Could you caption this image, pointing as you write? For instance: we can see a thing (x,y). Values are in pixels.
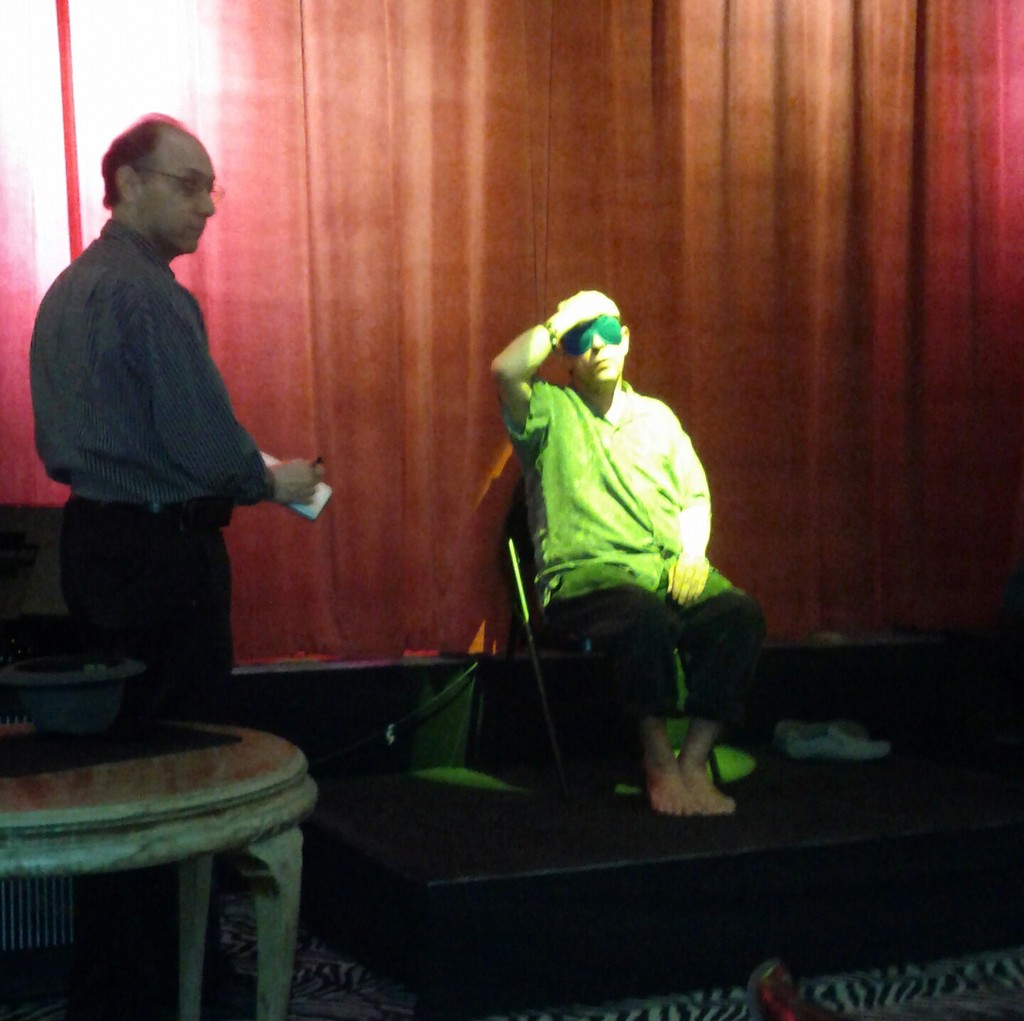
In this image, we can see two people (754,661). Here a person (183,567) is standing and holding some object (324,496). In the middle of the image (655,527), a person (693,651) is sitting on the chair (527,643). Here there is a stage (646,859), table (175,822), few objects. Background (770,231) we can see curtain (611,220).
